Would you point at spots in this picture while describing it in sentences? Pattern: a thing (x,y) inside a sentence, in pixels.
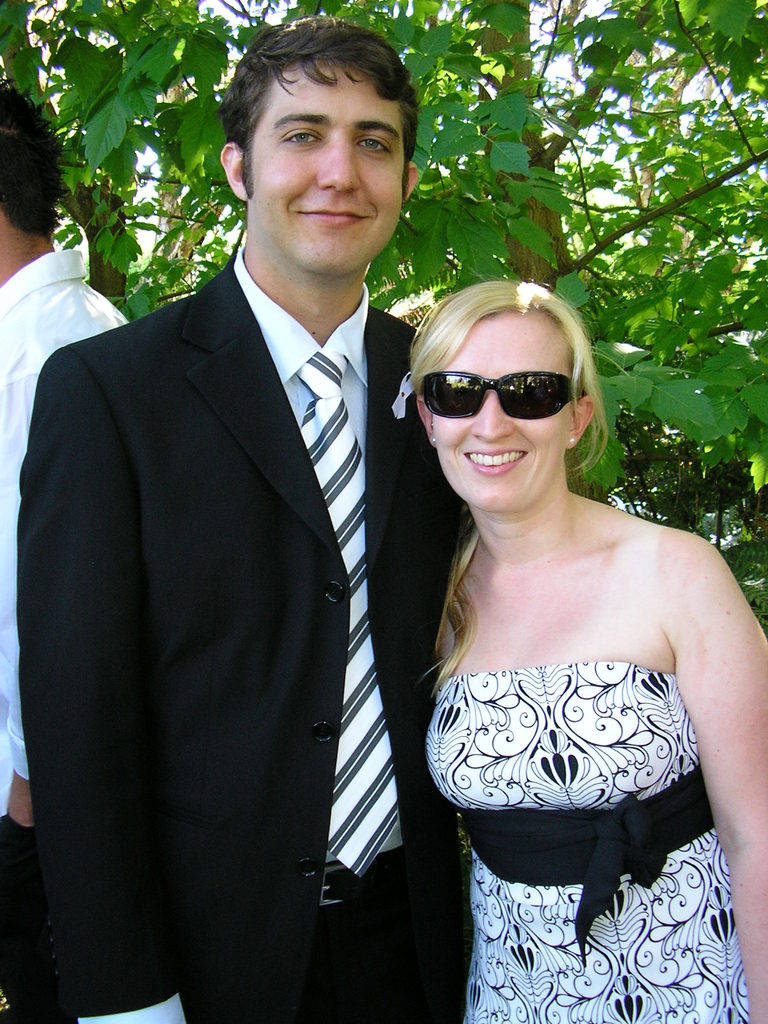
In this image we can see there are people (287,555) standing and at the back (460,212) there are trees (640,160).
